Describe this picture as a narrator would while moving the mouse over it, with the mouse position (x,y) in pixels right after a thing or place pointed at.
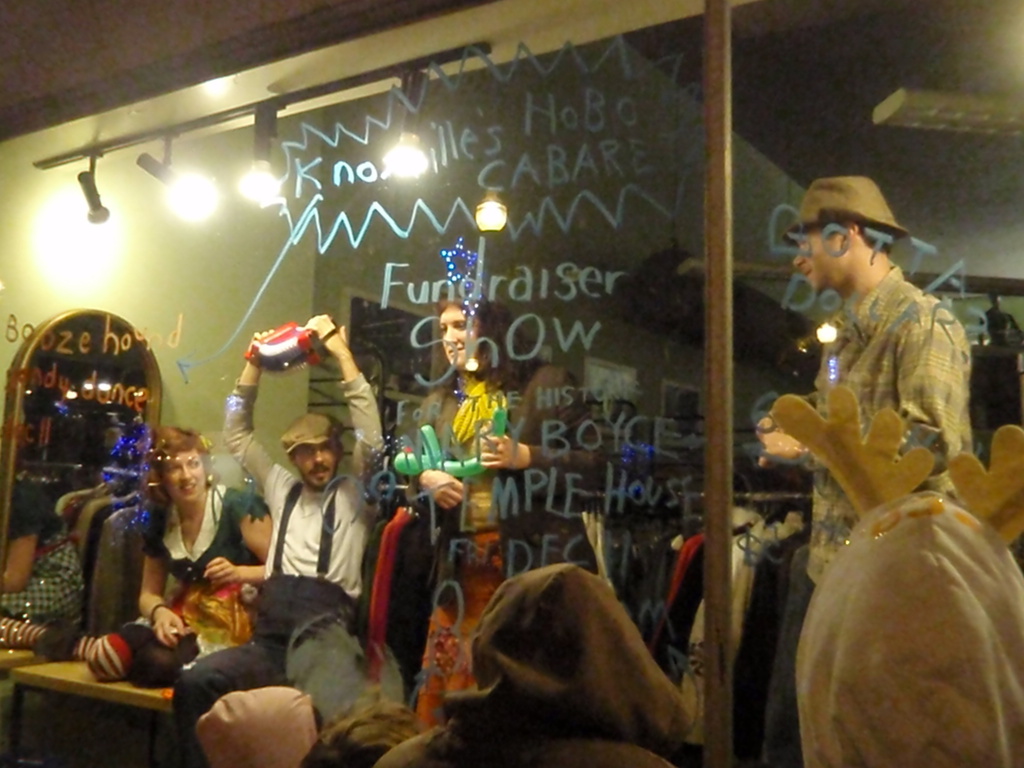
In this image we can see a glass (392,384). Behind the glass (544,487), we can see people (310,511), wall (295,199) and lights (397,146). At the top of the image (787,29), we can see the roof (234,73). At the bottom of the image (924,685), we can see people (478,714). There are garments (112,507) on the left side of the image (100,535). We can see some text (112,383) on the glass (568,340).
